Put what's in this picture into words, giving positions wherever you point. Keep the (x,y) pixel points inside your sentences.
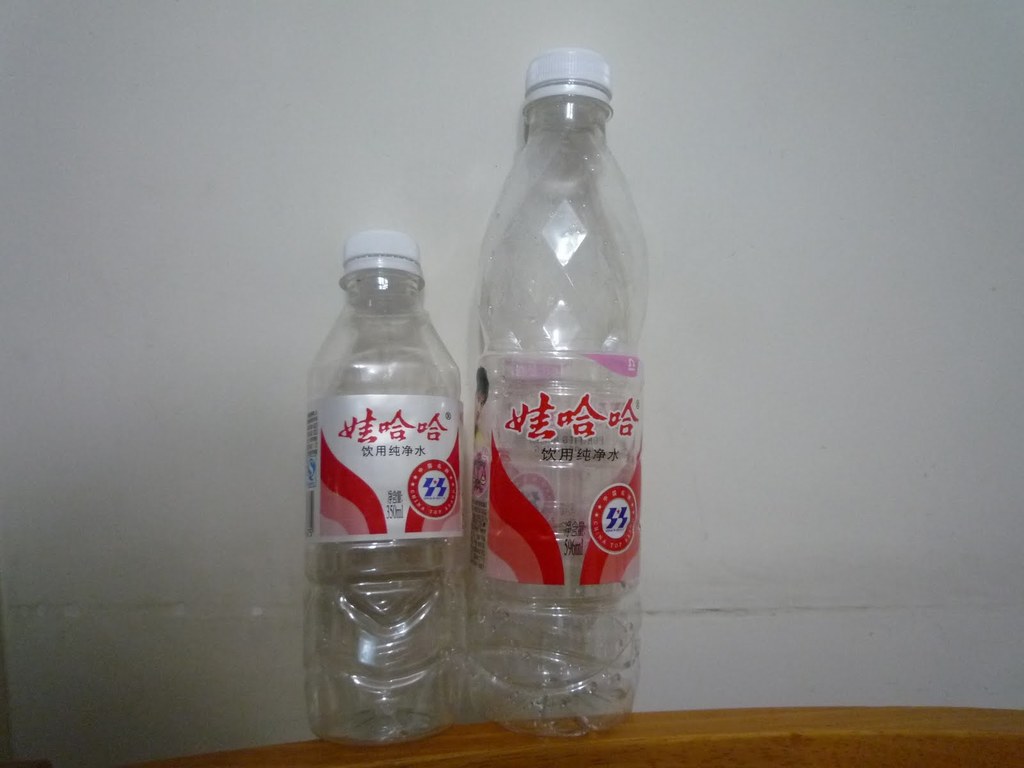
In this image i can see two bottles (624,559) on a table (717,722) at the background (742,635) i can see a wall (708,462).
